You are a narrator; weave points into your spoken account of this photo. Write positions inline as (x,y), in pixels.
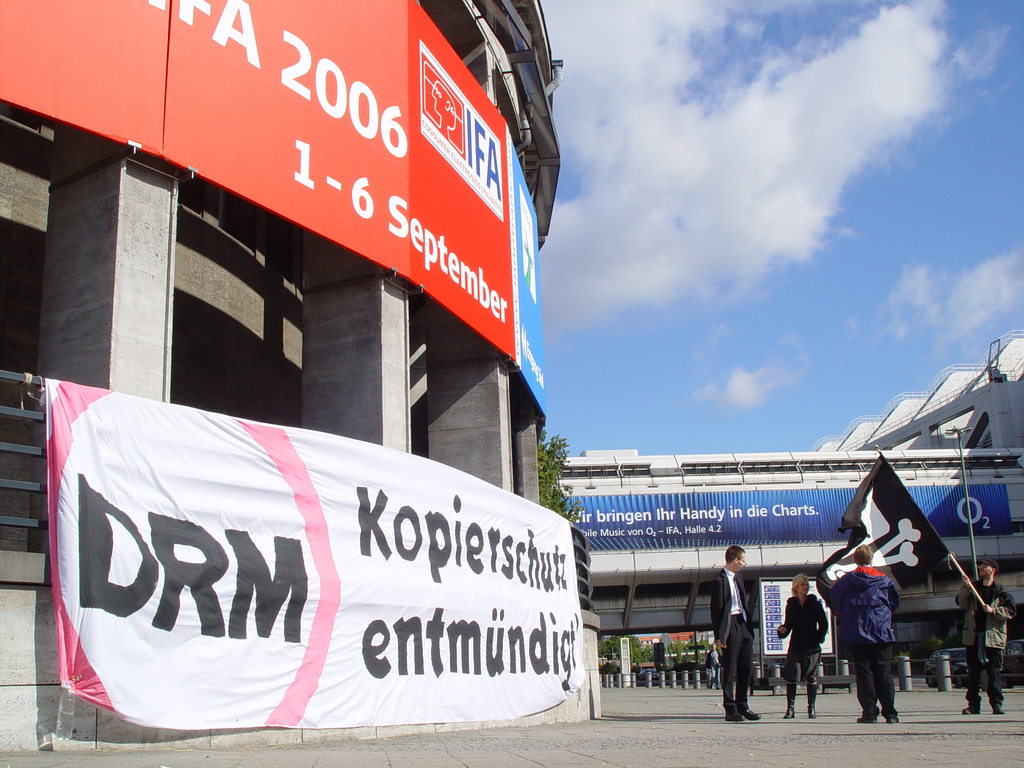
In this picture, we can see buildings (325,429) with posters (383,496), windows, pillars (489,447), and we can see some metallic poles (25,517) on the left side of the picture (12,520), we can see the ground (959,721), a few people (1001,691) and a person (1000,663) is holding a flag (925,544), and we can see some posters (841,514), trees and the sky (830,305) with clouds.
